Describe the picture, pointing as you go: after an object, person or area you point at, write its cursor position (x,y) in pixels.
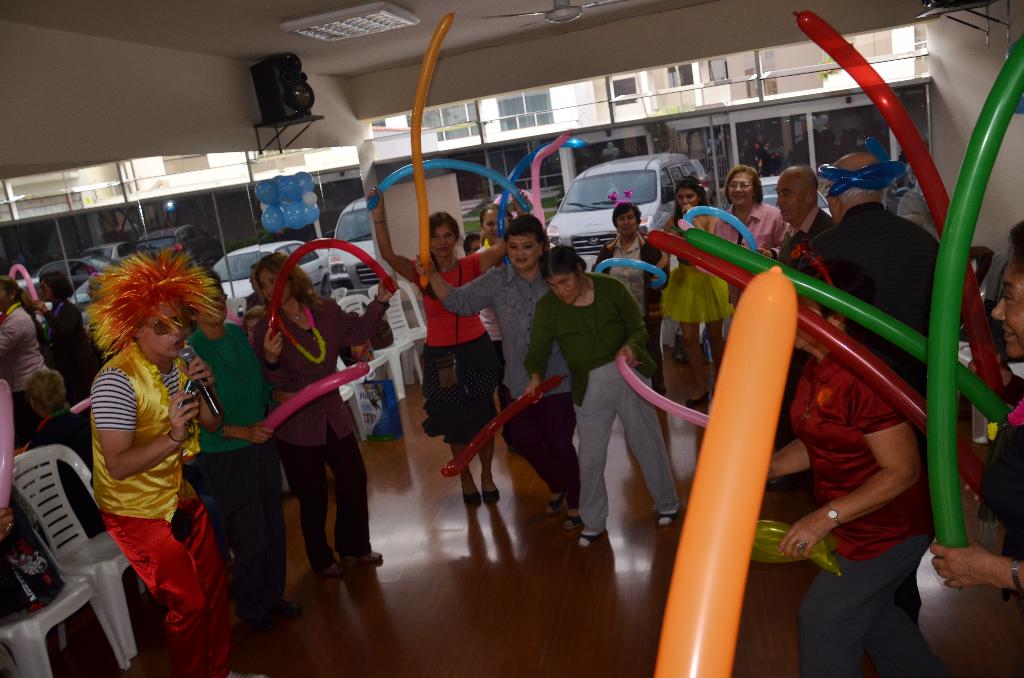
This picture describes about group of people (227,398), few people (489,221) are holding balloons (820,320), in the left side of the given image we can see a person (161,399), he is singing with the help of microphone (186,363), beside to him we can see chairs (100,585), in the background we can find a speaker (266,102), buildings (178,169) and vehicles (632,191).
